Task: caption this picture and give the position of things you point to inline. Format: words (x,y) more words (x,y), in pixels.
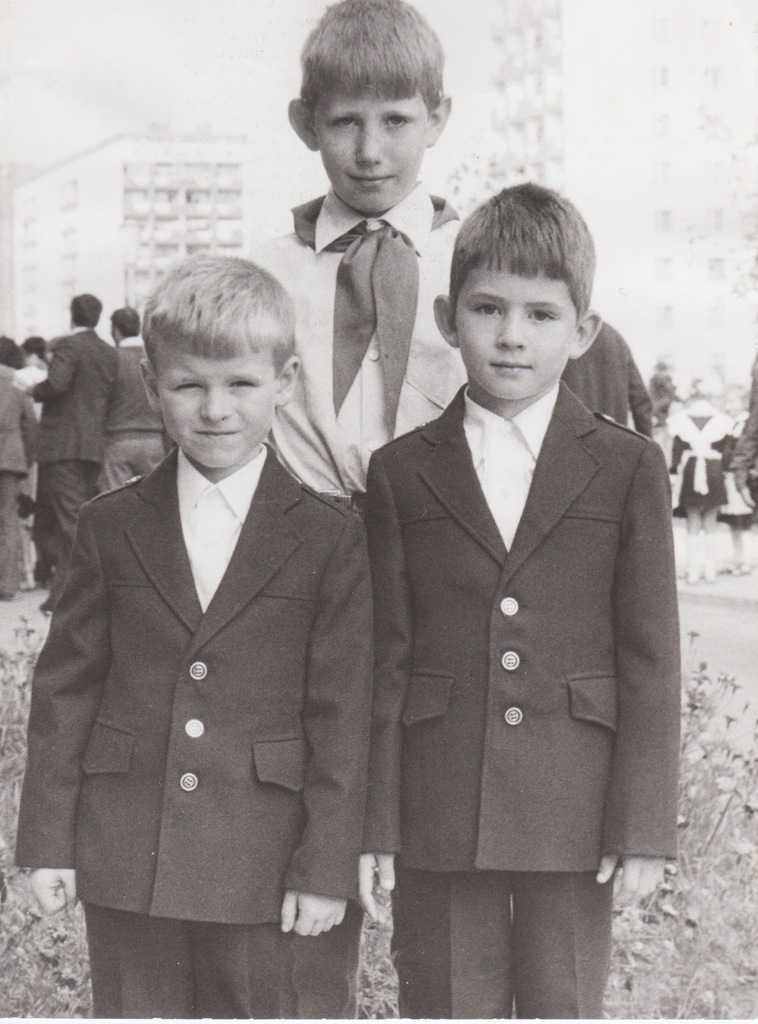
In this picture we can see three boys (483,780) standing on the ground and in the background (9,549) we can see buildings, people (9,549).
